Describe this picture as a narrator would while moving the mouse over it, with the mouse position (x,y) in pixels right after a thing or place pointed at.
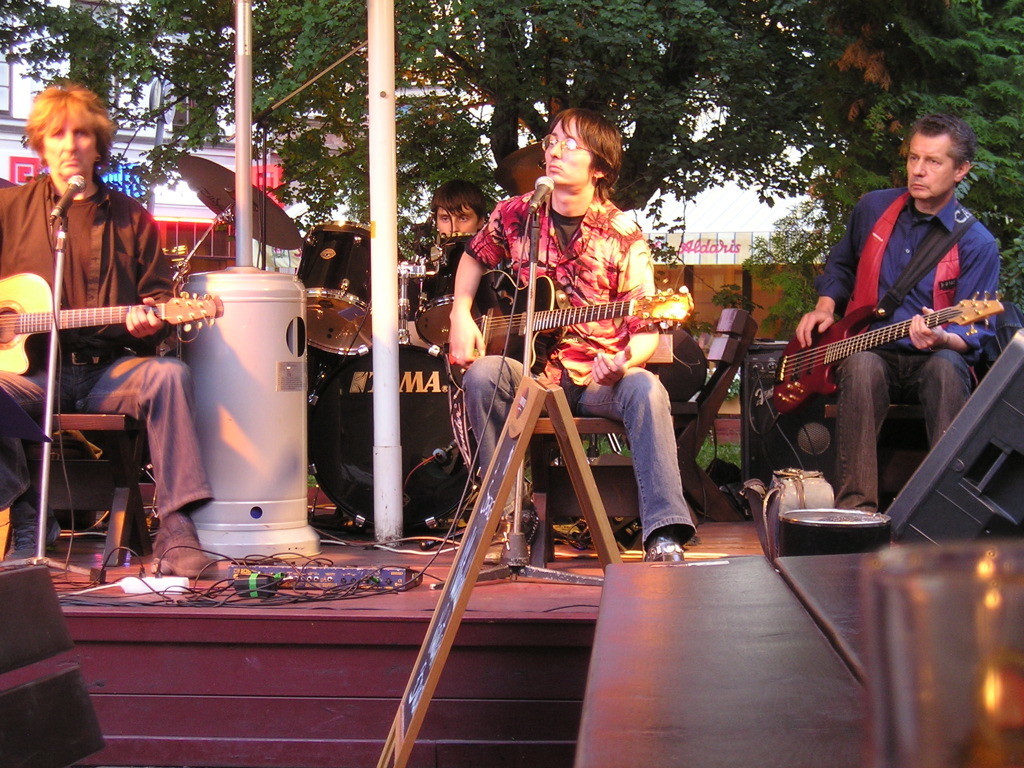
It is a concert there are total four people (614,254) on the stage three of them are playing the guitar (6,363) and one person (453,217) who is sitting behind is playing drums (435,247), in the background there is the cymbal (218,185), behind that there is a big tree (516,113) to the left side (256,162) there is a building (224,124) to the right side (699,267) there is a board (720,245) and a wall (741,278).
